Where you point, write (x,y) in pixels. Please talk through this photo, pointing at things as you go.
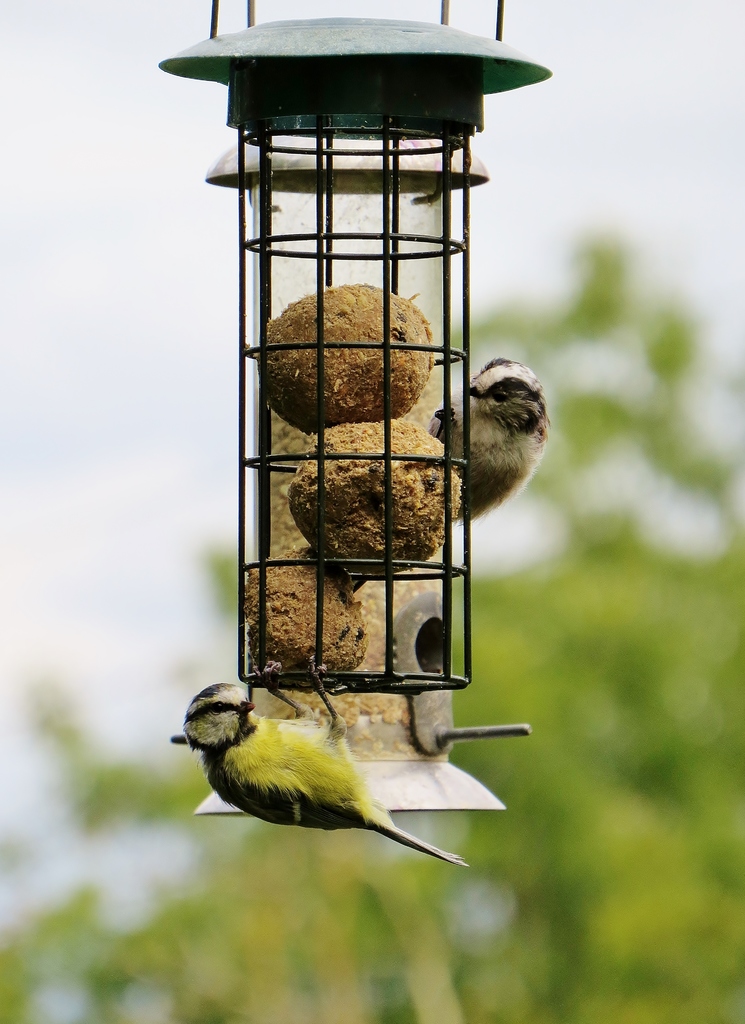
In this image, we can able to see two birds (507,431) holding an object (287,478) with some food items (403,464) in it, and behind with it there is a tree (603,638).
